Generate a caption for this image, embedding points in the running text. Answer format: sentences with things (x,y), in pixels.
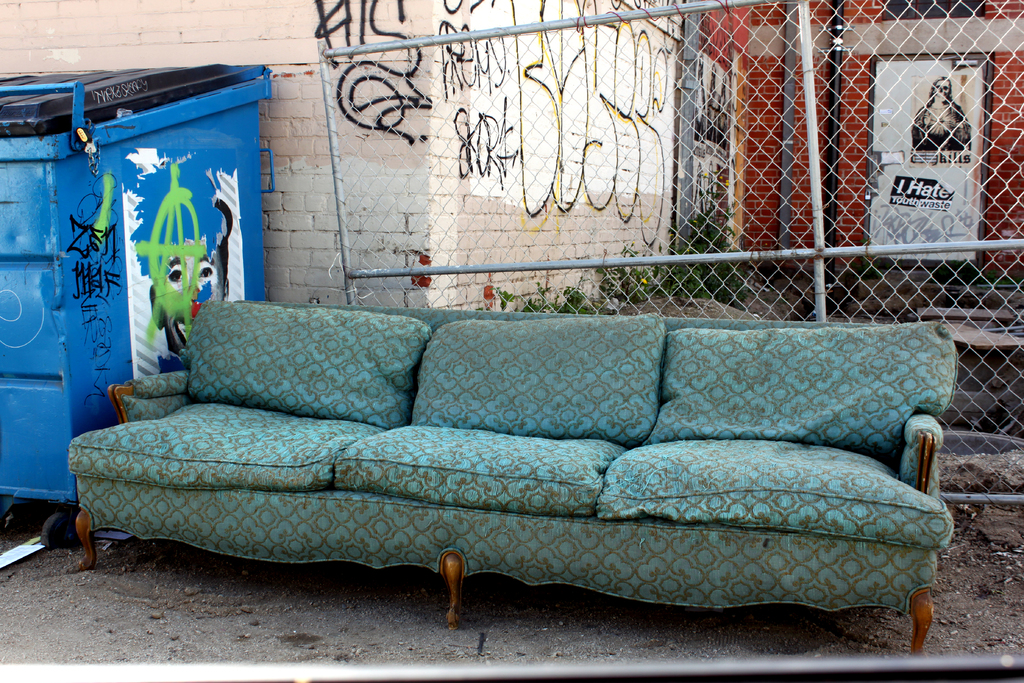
This image consists of a sofa (346,513) in the middle (543,445). There is a fence (518,150) in the middle (591,228). There is a box (86,312) on the left side (33,232). There is a shop (778,171) on the right side (830,208).
